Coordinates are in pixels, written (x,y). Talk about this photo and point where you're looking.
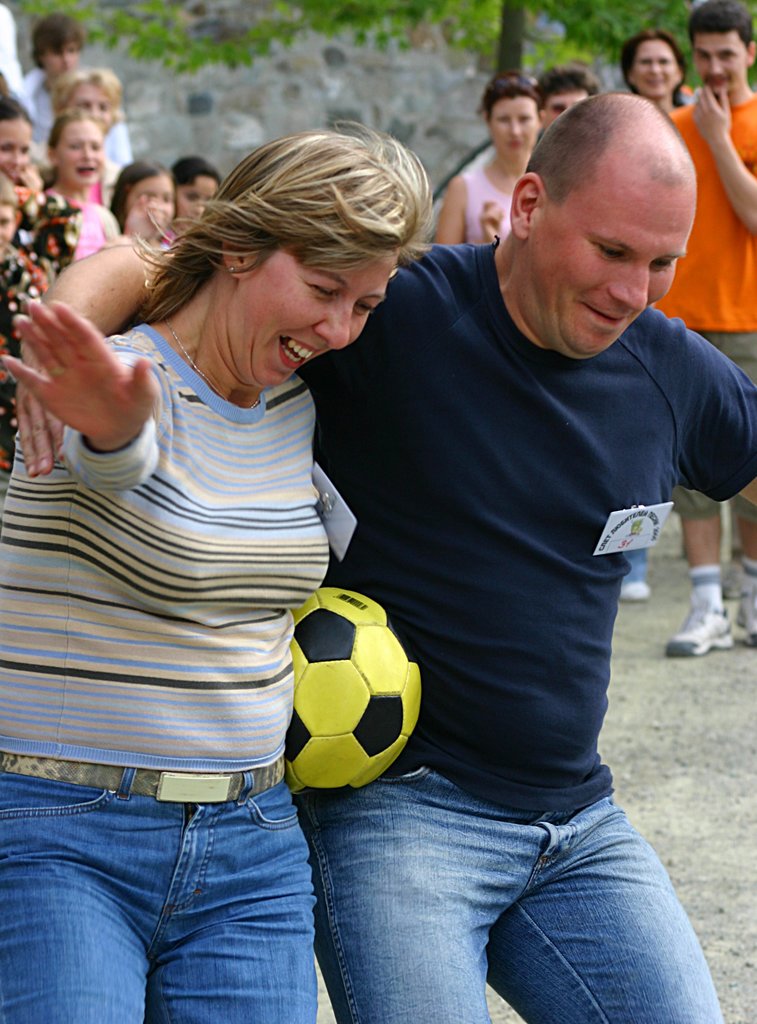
This picture shows man (617,577) and woman (251,901) holding a football (298,660) with their body (511,641) and we see few people (715,106) standing on their back.
